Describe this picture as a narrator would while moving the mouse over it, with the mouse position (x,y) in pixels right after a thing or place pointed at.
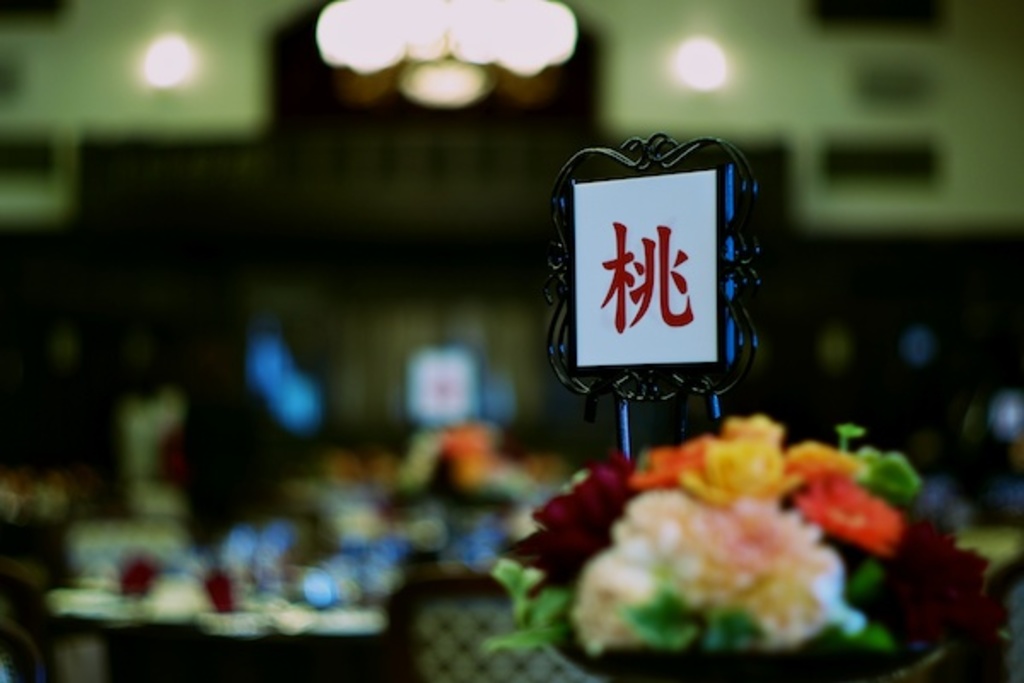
Here in this picture we can see a flower bouquet (665,543) present over there and on that we can see a name board (679,253) present and we can also see lights (407,72) present in a blurry manner and we can see other things (275,531) on the table (246,622) which are in blurry manner over there.
